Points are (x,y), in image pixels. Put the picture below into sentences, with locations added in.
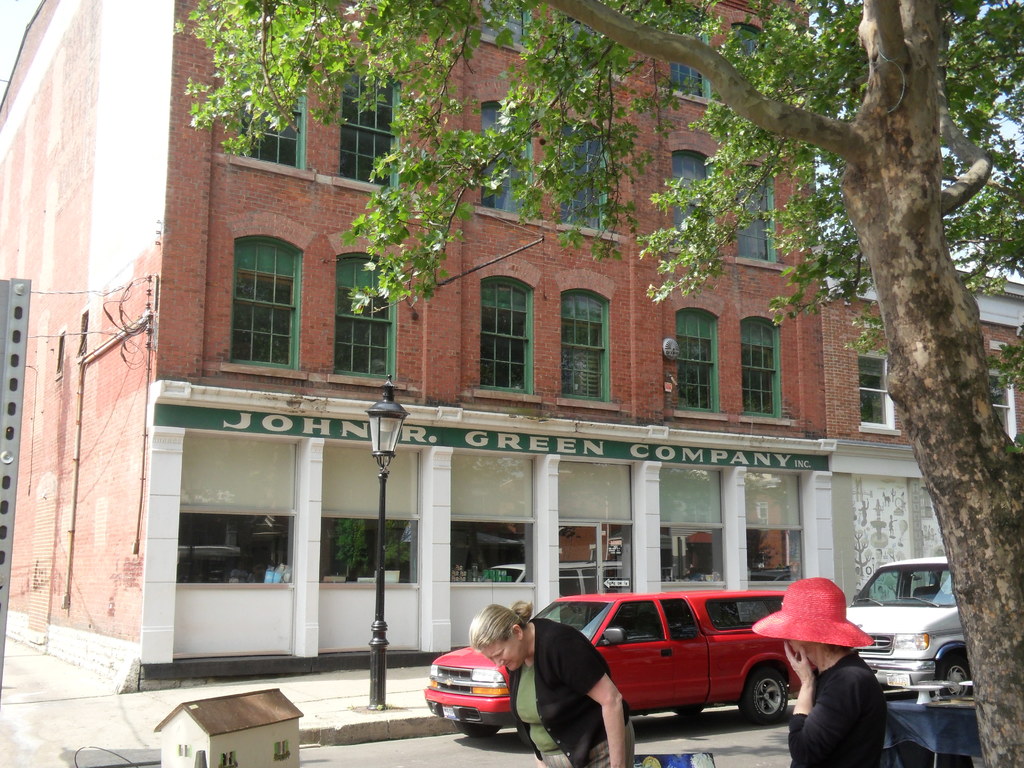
In the image we can see the building (640,346) and these are the windows (263,282) of the building (336,264). Here we can see light pole (389,434) and a tree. We can even see two people (787,649) wearing clothes (825,731) and one among them is wearing a hat (800,626). There are even vehicles (743,629) on the road (423,752), here we can see footpath (84,711), cable wires (118,299) and a toy house (229,714).
